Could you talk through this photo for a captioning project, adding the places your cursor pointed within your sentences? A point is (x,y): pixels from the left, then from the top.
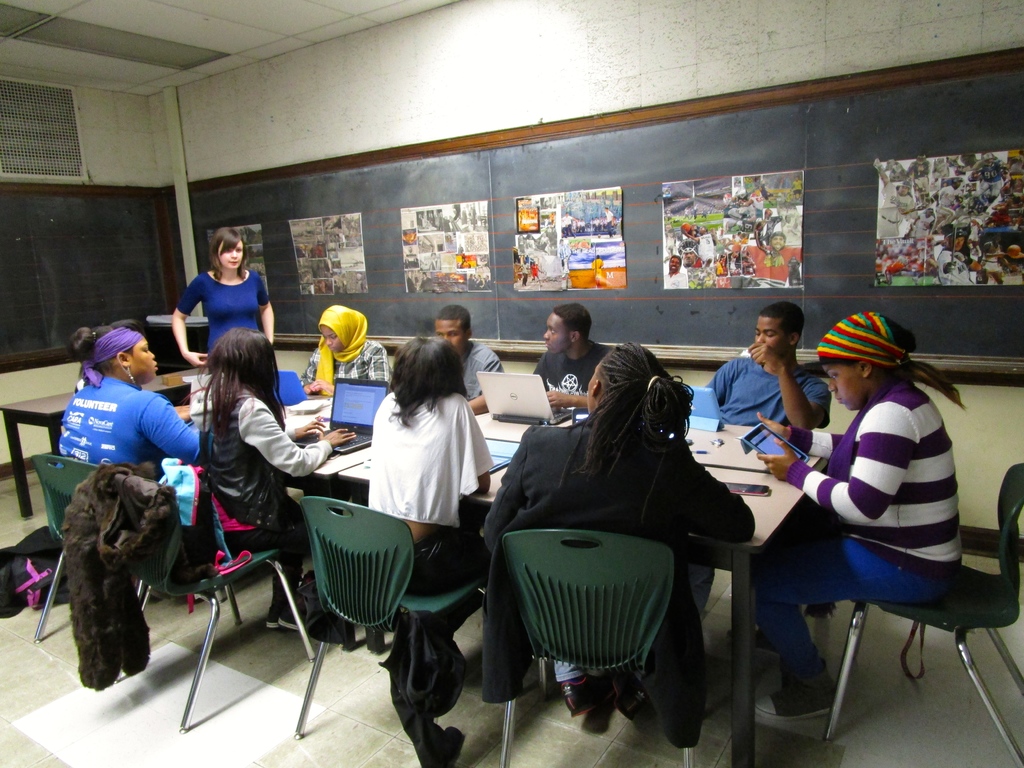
In this image we can see many people (311,422) are sitting on the chairs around a table (725,460). We can see laptops (496,417), blackboards (845,188) with charts (526,223) on it.
